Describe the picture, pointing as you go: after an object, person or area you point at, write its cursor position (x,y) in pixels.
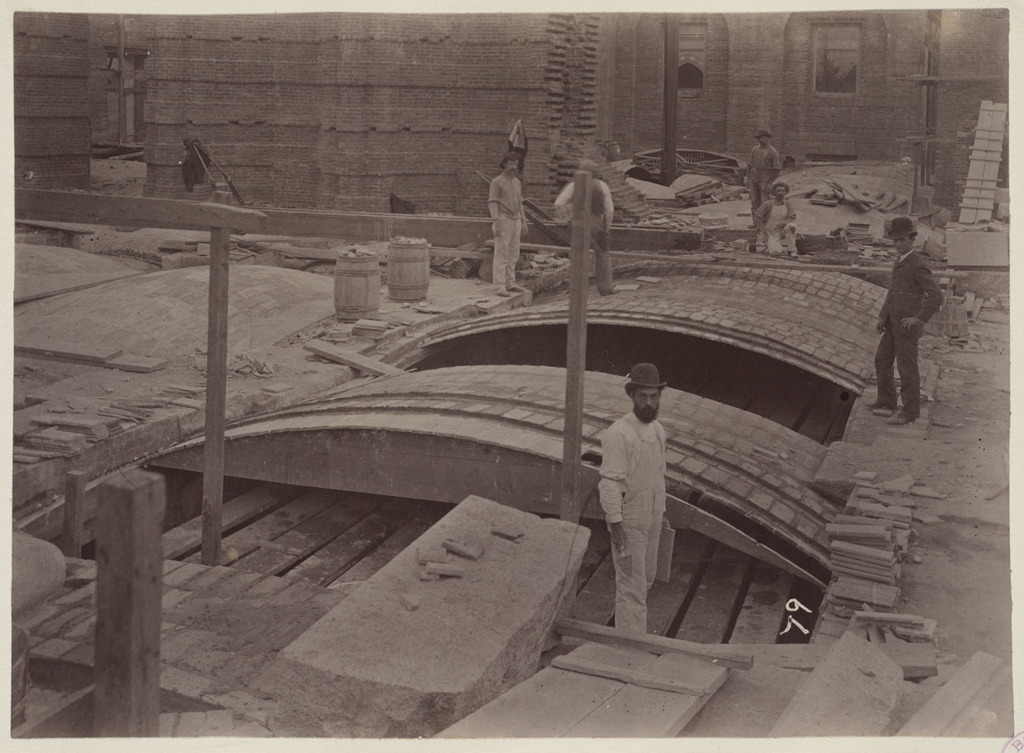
This is a black and white photo. In this picture we can see some persons (624,543), bridge (639,310), drums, wall (362,105), bricks (359,117), poles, floor (803,196) and some rocks (469,691).
